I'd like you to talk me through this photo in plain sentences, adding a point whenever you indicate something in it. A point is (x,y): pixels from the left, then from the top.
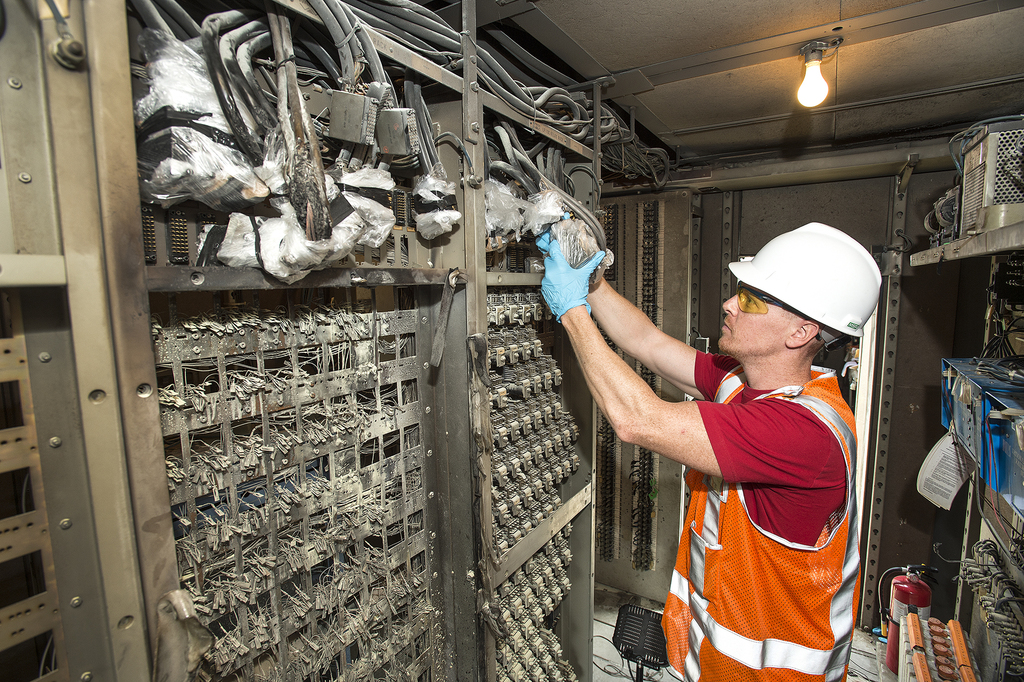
In the middle of the image (582,330) there is a man (736,454) with red t-shirt (805,453) and orange jacket (738,539) is standing and there is a white helmet (820,287) on his head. In front of him there are cupboards (36,83) with wires (286,383). At the right side of the image (1006,153) there is a cupboard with batteries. And also there is a fire extinguisher (900,598).
